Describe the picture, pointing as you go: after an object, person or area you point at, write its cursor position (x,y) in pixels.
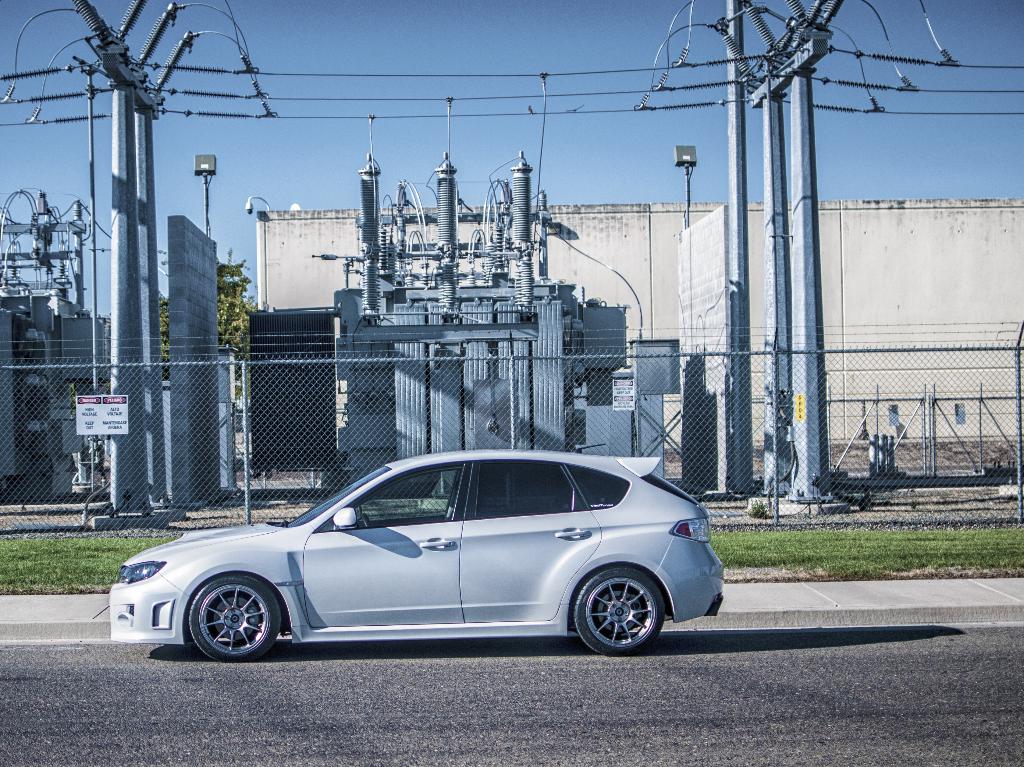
In the image there is a car (393,629) parked beside the road (310,651) and behind the car (179,553) there is some grass (110,544) and a fence (869,380), behind the fence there are some electric equipment (526,228) and in the background (276,260) there is a compound wall (278,267) and a tree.
